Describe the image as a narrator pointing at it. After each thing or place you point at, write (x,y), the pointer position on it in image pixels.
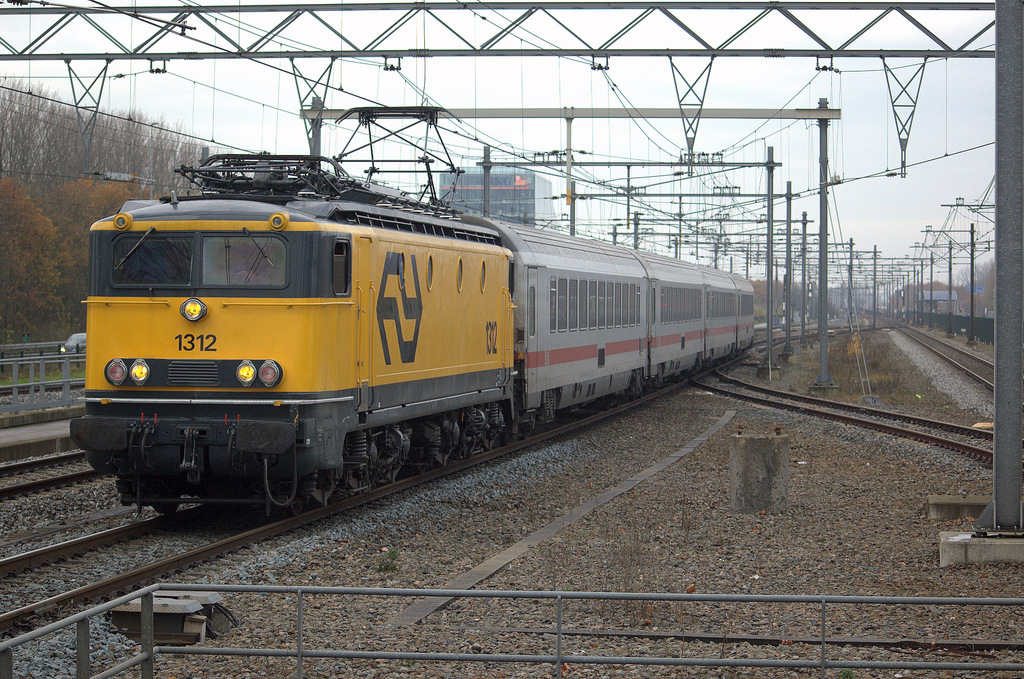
At the bottom of the image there is a fence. In the center of the image (469,319) we can see one train (483,337), which is in yellow and ash color. On the train (434,321), we can see some numbers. And we can see railway tracks (26,461), stones (330,564), fences (348,588), poles (997,509) and a few other objects (963,509). In the background (722,232), we can see the sky (937,122), clouds (454,95), one building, trees (17,225), poles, wires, grass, banners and a few other objects (899,174).
